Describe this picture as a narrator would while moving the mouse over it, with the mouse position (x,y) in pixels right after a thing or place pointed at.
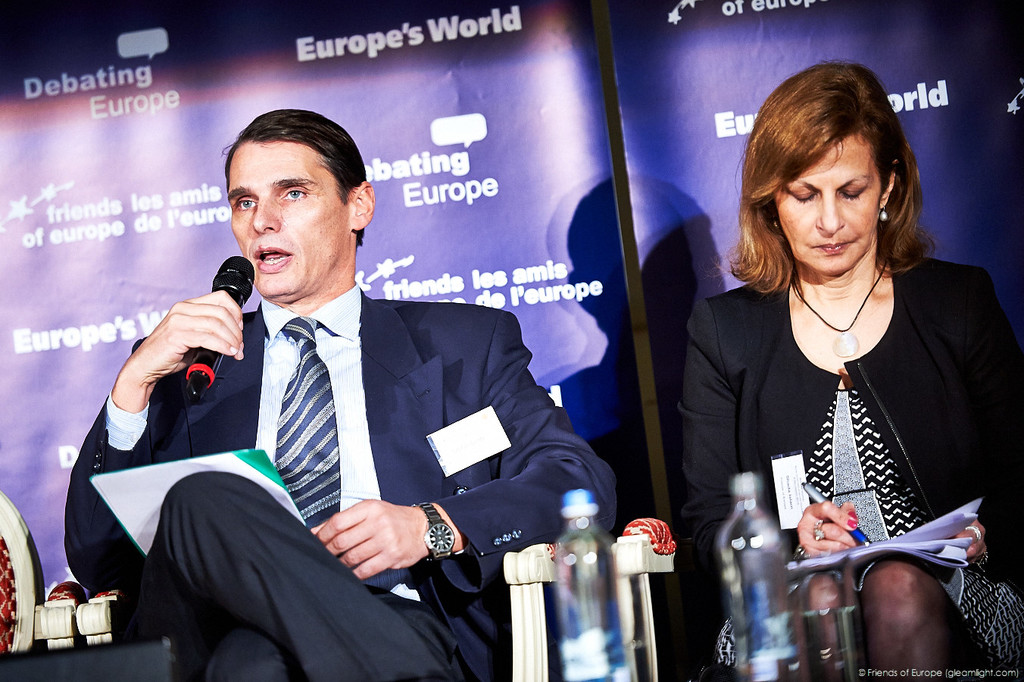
Here we can see a man (368,658) and a woman (893,442) sitting on the chairs (647,641). She is writing on a paper (875,550) and he is talking on the mike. There are bottles (583,659). In the background (17,21) we can see banners (550,222).
